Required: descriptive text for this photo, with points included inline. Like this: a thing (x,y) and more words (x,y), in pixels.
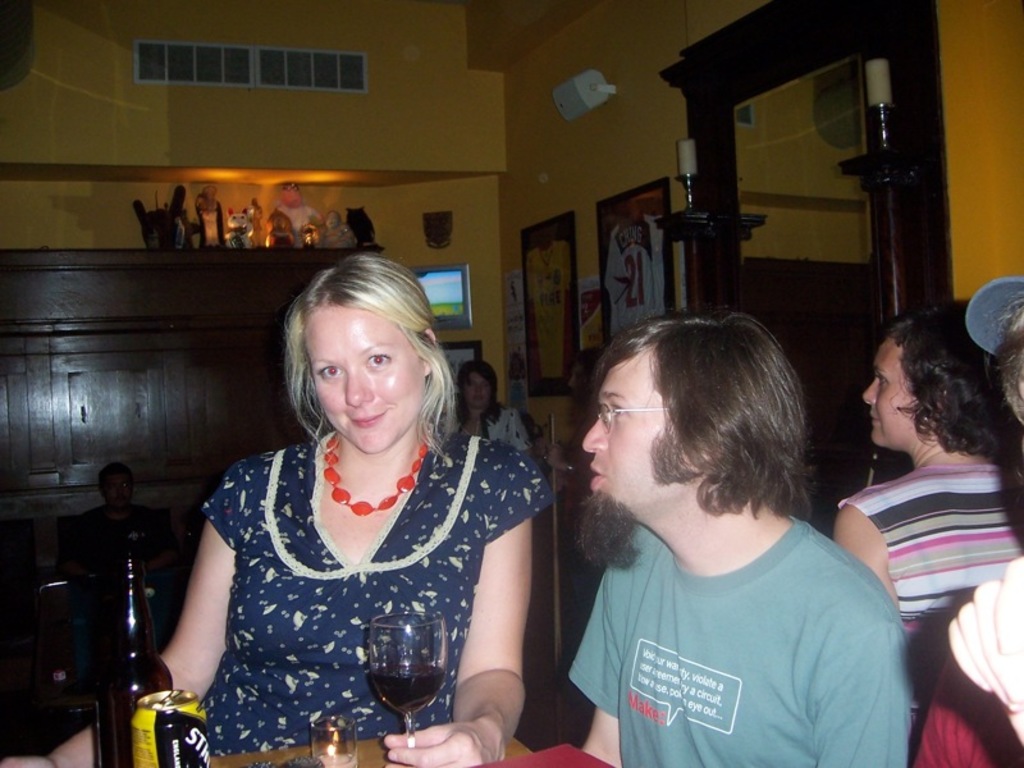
These persons (969,542) are sitting on a chair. In-front of this person (484,592) there is a table (219,767), on a table (237,760) there is a tin (179,731), bottle (157,665) and glass (398,660). Far this persons (110,502) are sitting. Above this cupboard (183,383) there are toys (285,239) and sculpture (341,228). A different type of pictures (635,256) on wall (559,183). These are candles (690,170).
